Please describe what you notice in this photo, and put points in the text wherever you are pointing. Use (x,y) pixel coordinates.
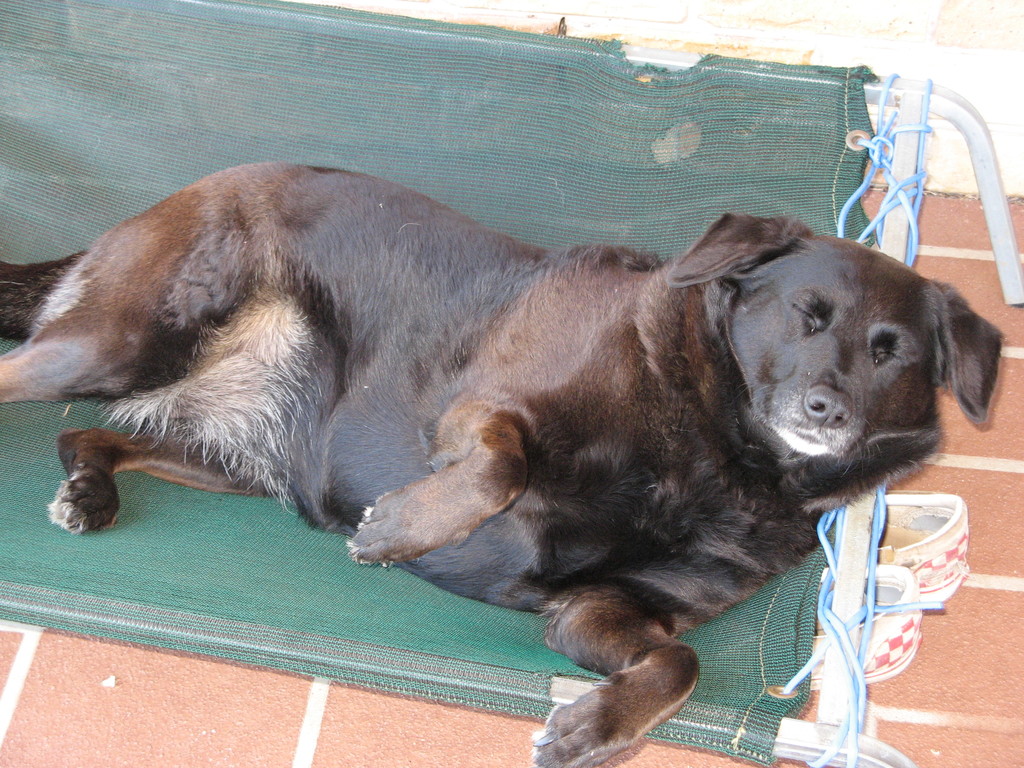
In this image we can see black color dog (627,338) lying on green color bed (385,107). We can see one pair of shoe (915,586) under the bed (805,754) and orange color floor (897,714).
